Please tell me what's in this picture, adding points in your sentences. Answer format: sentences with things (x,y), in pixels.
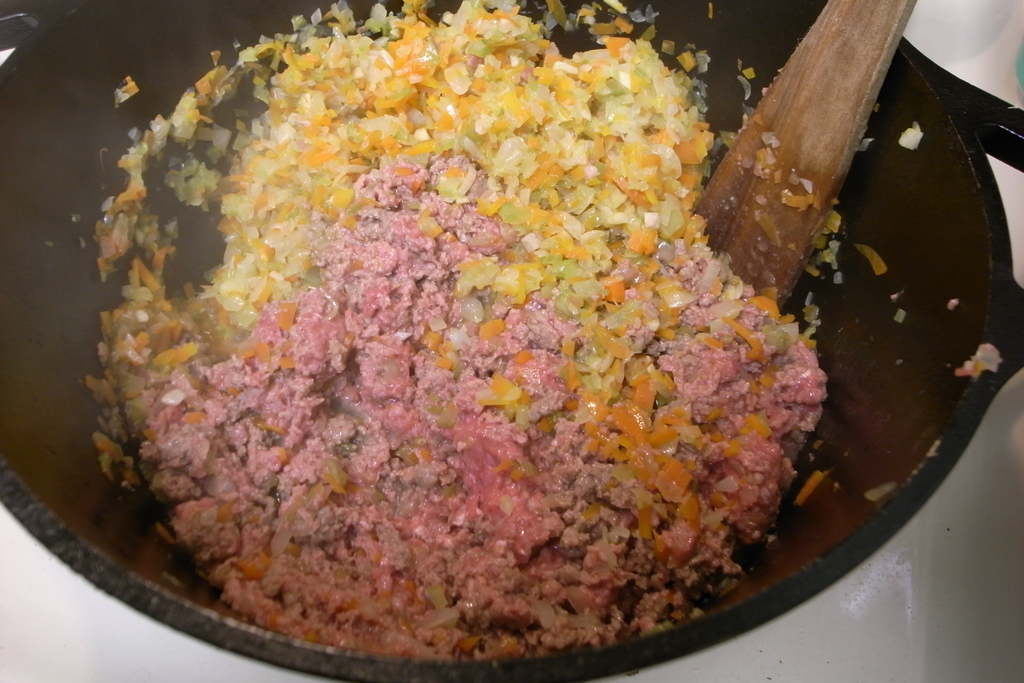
In this image we can see a bowl (1021,138) with some food (605,302) and a spoon (745,249).
